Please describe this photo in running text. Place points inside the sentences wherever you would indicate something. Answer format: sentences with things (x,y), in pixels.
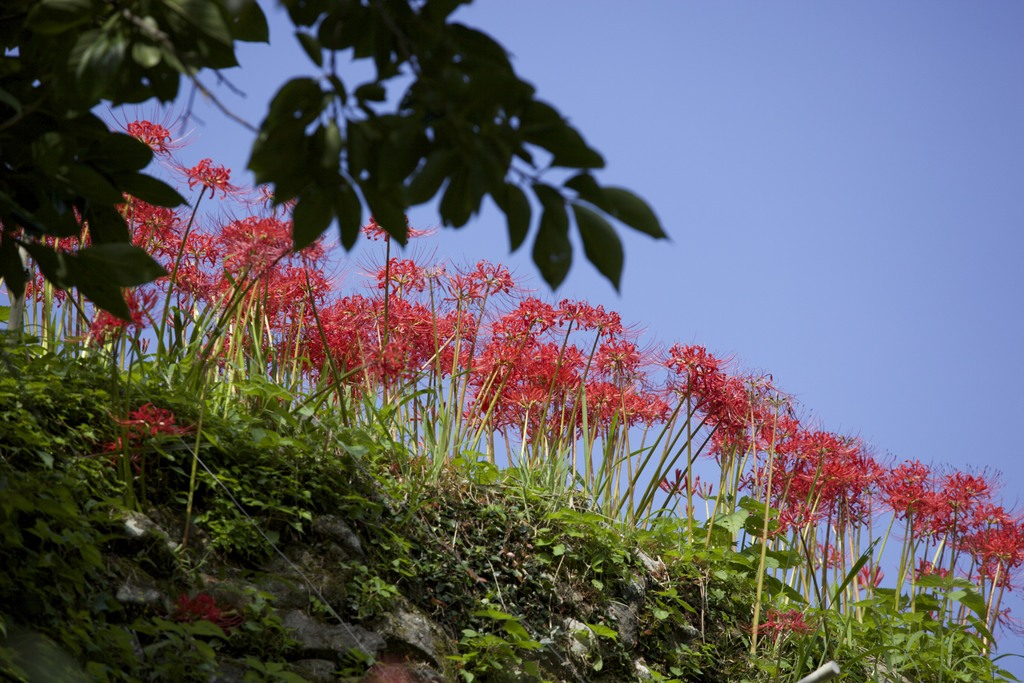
In this image I can see grass (270,390) and number of red colour flowers (604,336). On the top left side of this image (65,53) I can see number of green colour leaves (462,172) and in the background (669,253) I can see the sky (779,287).
